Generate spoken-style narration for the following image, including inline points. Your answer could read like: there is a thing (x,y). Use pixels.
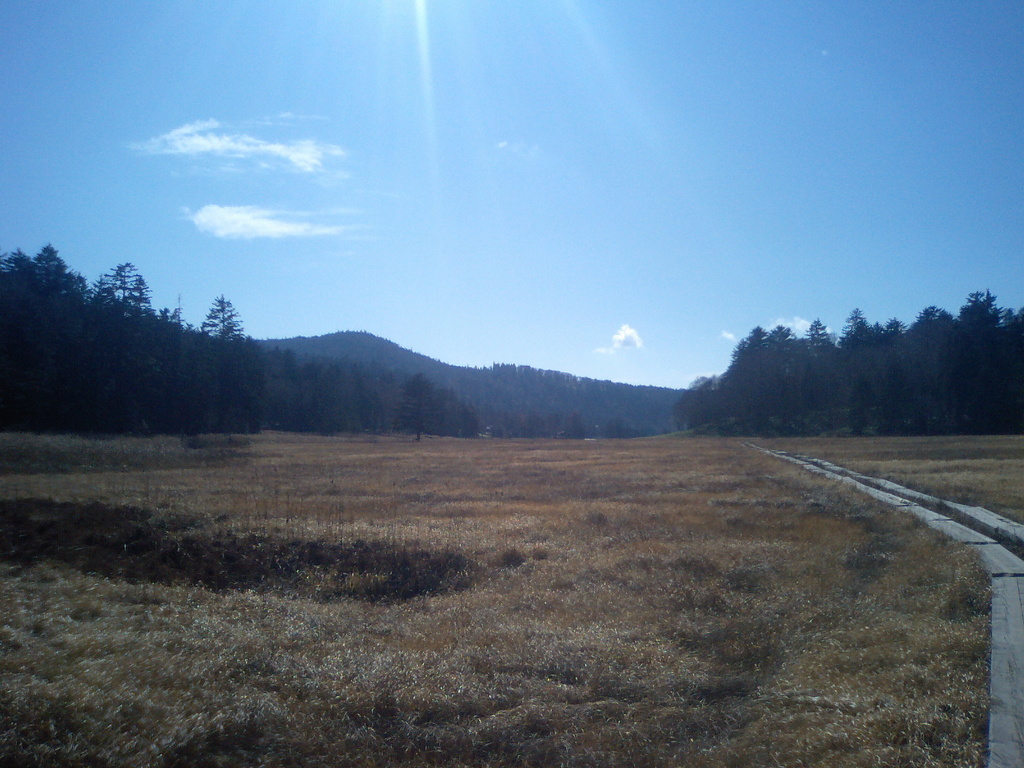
In the foreground of the image (780,664) there is grass (532,633). In the background of the image (495,423) there are mountains (655,411) and trees (336,395). At the top of the image (789,148) there is sky (561,66).
